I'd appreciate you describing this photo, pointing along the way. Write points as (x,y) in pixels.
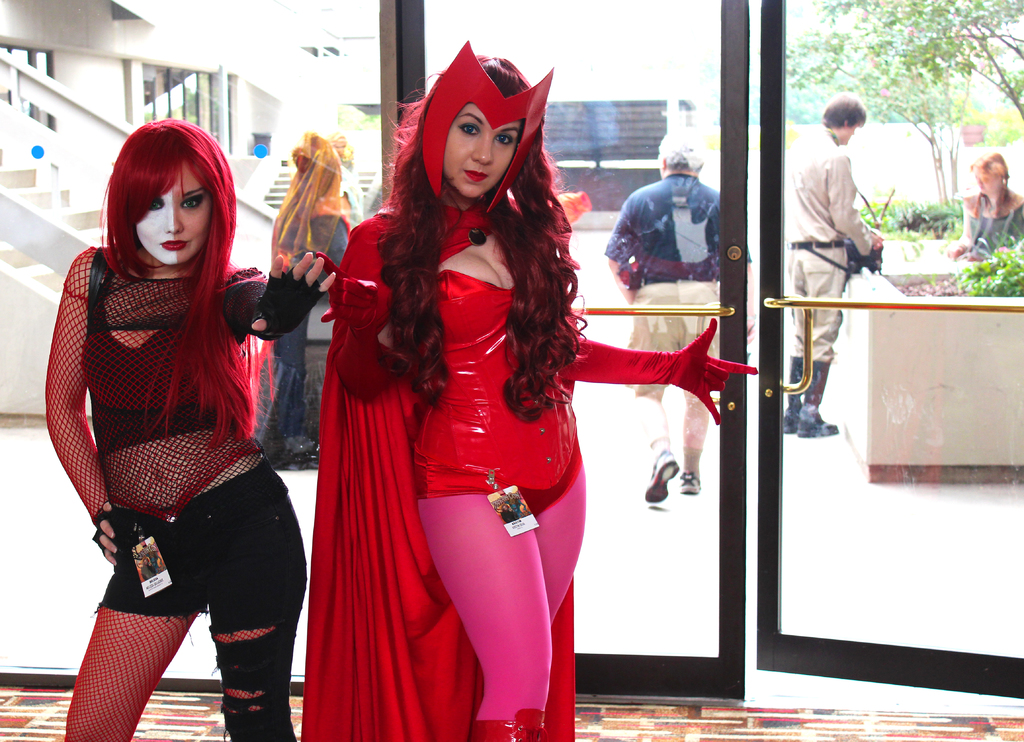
As we can see in the image there are doors (780,442), few people (560,406) here and there, stairs (78,228), buildings (257,97), plants (1002,278) and trees (916,76).
